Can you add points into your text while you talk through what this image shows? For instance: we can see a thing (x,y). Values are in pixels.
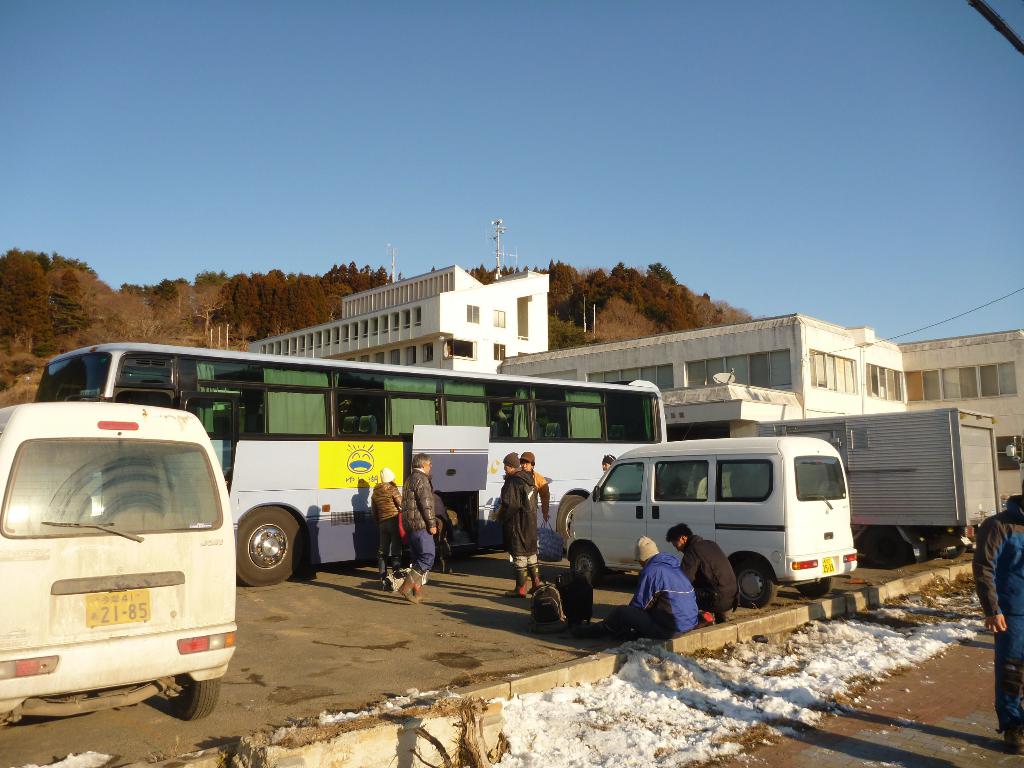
In this picture I can see the snow (694,710) at the bottom (625,748), there are people (446,548) and vehicles (681,460) in the middle (358,511), I can see houses (534,349) and trees (638,323) in the background (613,379). At the top (337,213) there is the sky (563,205).
